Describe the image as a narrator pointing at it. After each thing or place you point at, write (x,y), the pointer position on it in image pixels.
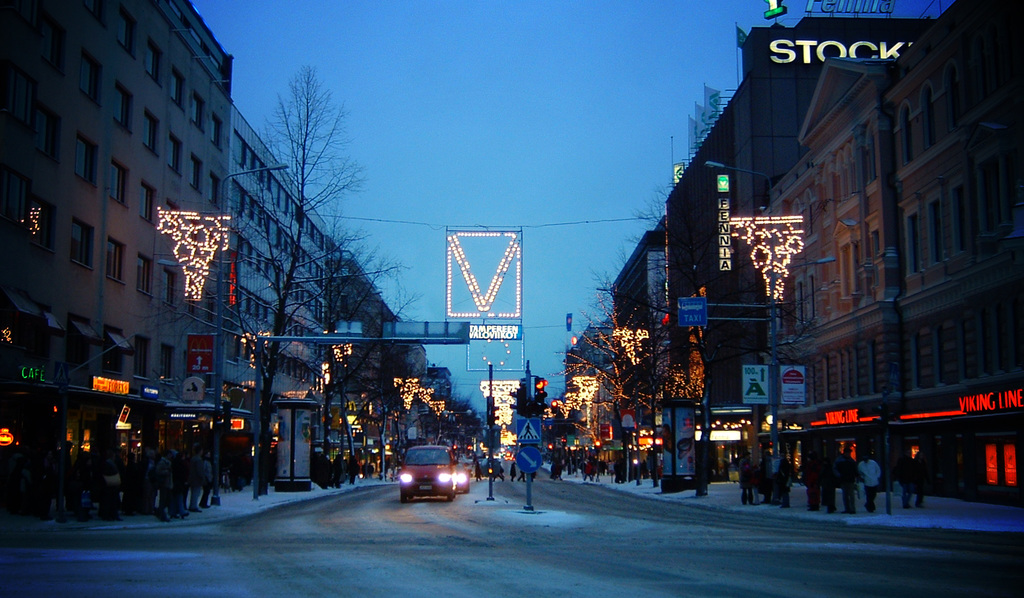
In the middle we can see vehicles (409,491) on the road (424,557) and there is snow (345,581) on the road (255,577). On the left (180,512) and right side (842,487) we can see few persons (208,457) are standing on the footpath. In the background (818,12) there are trees (439,427), buildings (138,109), windows (123,90), decorative lights (448,304), bare trees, light poles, traffic signal poles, flags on the buildings (1010,185), name boards (772,3) on the walls (1022,415) and sky (469,91).
